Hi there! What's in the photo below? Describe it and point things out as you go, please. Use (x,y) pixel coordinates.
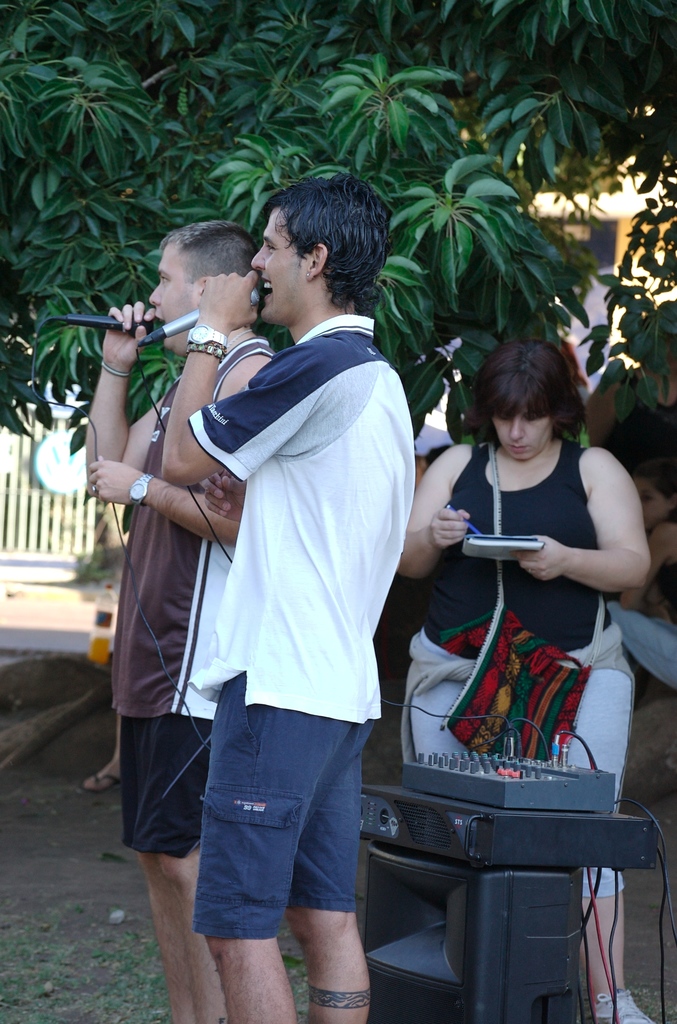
In the image there are two men (220,489) singing on mic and behind them there is a woman (521,531) writing on a book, in front of her there is an amplifier (367,827) on a speaker (396,871) and over the background (107,131) there is a tree (120,128).
